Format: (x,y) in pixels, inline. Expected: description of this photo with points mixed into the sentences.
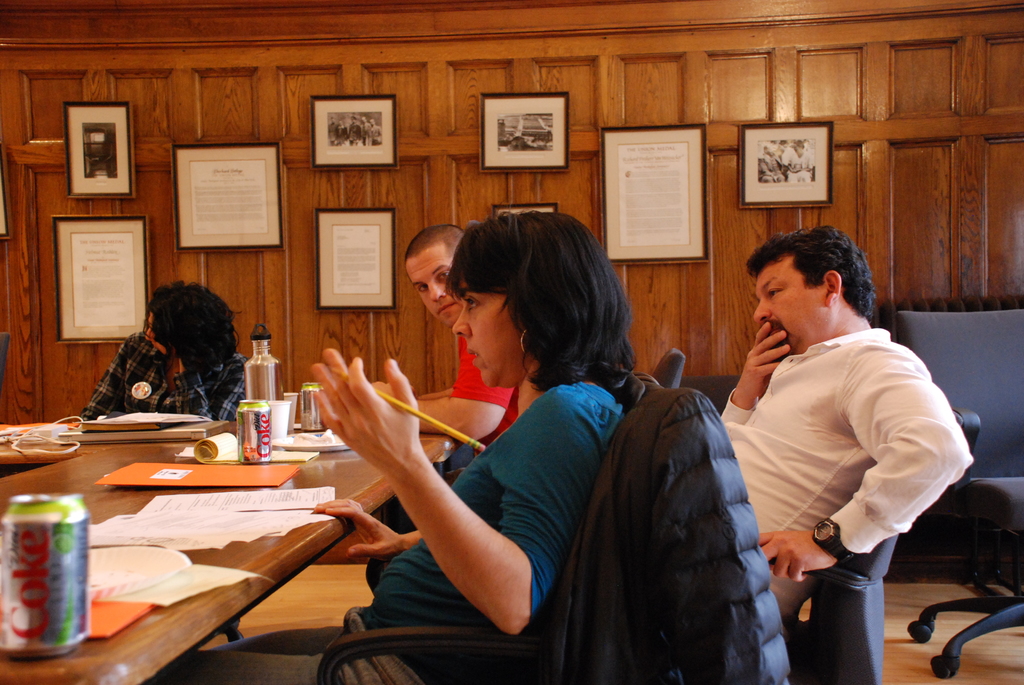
In this image i can see few people (476,524) sitting on chairs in front of a table (199,616), On the table (185,620) i can see few papers (192,528), a file (174,481), few coke tins (81,618) and a bottle (271,369). In the background (241,353) i can see a wooden wall (231,112) to which there are few photo frames (203,179) attached.
